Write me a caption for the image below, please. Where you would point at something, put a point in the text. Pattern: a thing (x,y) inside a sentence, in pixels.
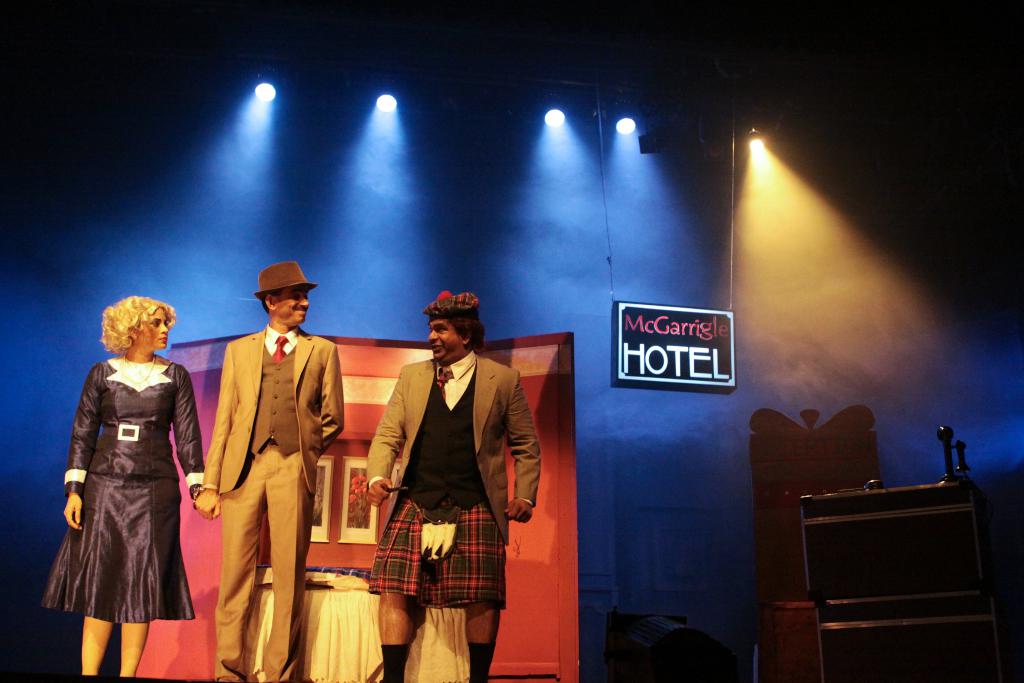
In this image, on the left side (327,384), we can see three people (535,503) standing on the floor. On the right side (787,523), we can see some boxes (812,513) and a wood wall (790,481). In the background (728,349), we can see a hoarding (729,344), few photo frames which are attached to a wood wall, table (352,596), on that table (351,567), we can see a cloth (423,650). On the top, we can see few lights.
